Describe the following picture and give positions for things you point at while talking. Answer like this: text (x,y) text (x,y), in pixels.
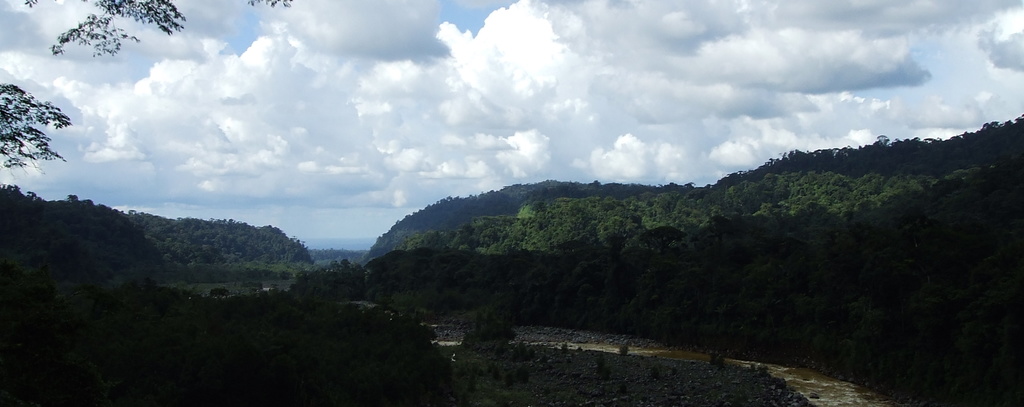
This is the picture of a mountain (916,269). In this image there are trees (520,283) on the mountain (414,279). At the top (401,55) there is sky (365,154) and there are clouds (577,95). At the bottom (838,393) there is water (829,377).
